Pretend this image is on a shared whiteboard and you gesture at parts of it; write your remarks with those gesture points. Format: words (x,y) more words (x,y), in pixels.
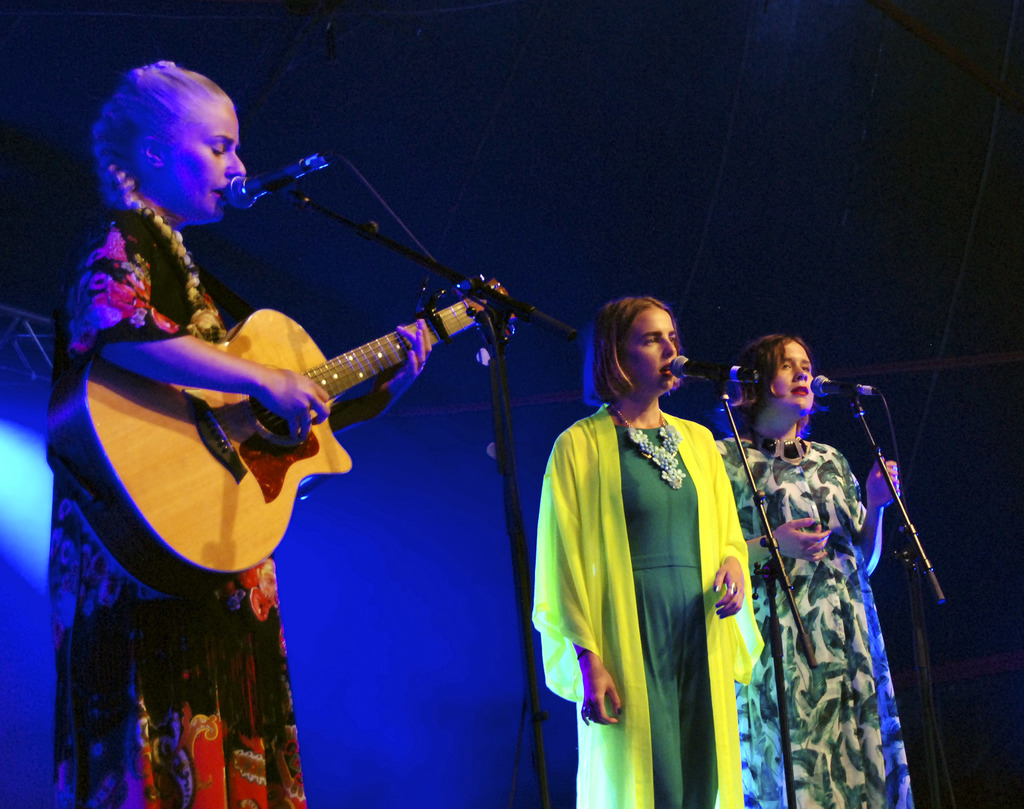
In this image there are three women (709,480) standing there is a microphone (255,192) in front a woman (190,375) and holding a guitar (255,341) in her hand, at the back ground (7,466) i can see a light (22,464).
